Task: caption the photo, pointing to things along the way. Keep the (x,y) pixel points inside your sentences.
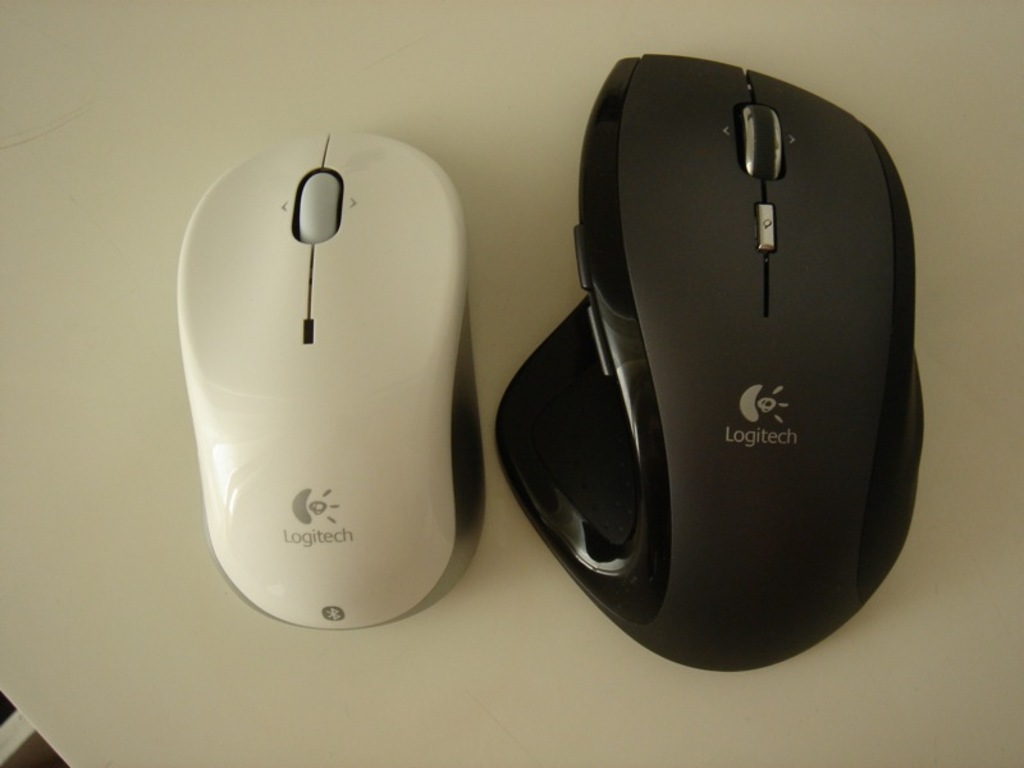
In the image we can see there are two mouses (401,247), white and black in color, on it there is a text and it is kept on the white surface (87,165).
